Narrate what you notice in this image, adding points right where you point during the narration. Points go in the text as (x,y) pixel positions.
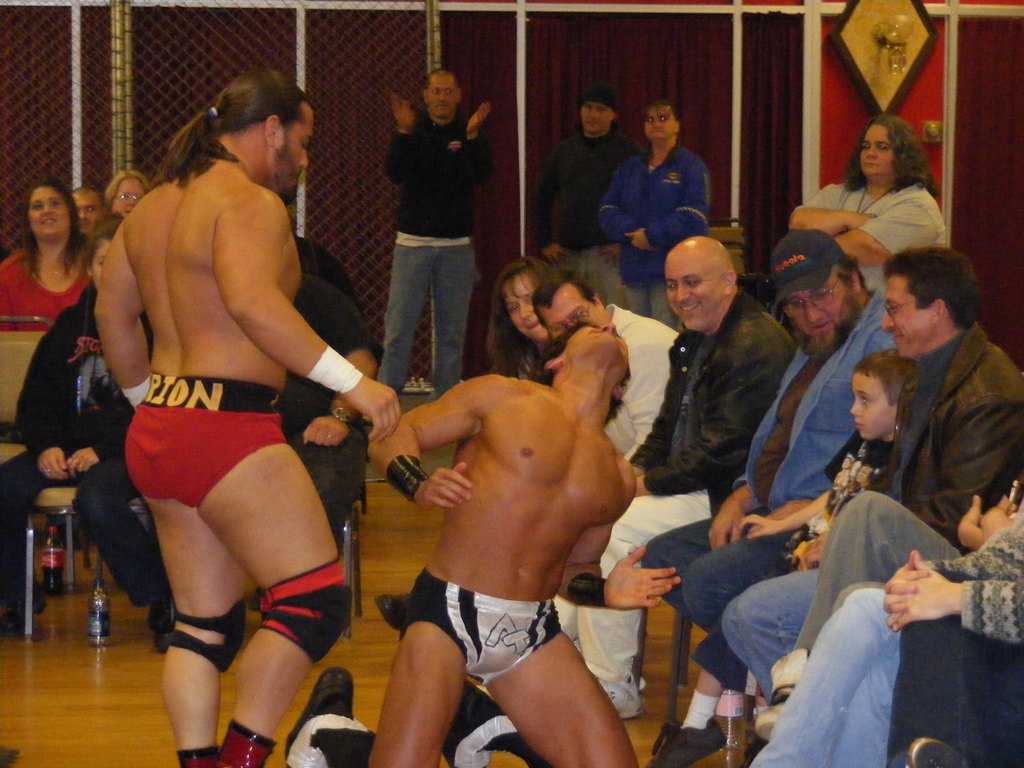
In the image there are two wrestlers (297,505) and around them there are many people (619,237), in the background (230,68) there is a mesh (289,16) and beside the mesh (397,3) there is a curtain (792,15).
